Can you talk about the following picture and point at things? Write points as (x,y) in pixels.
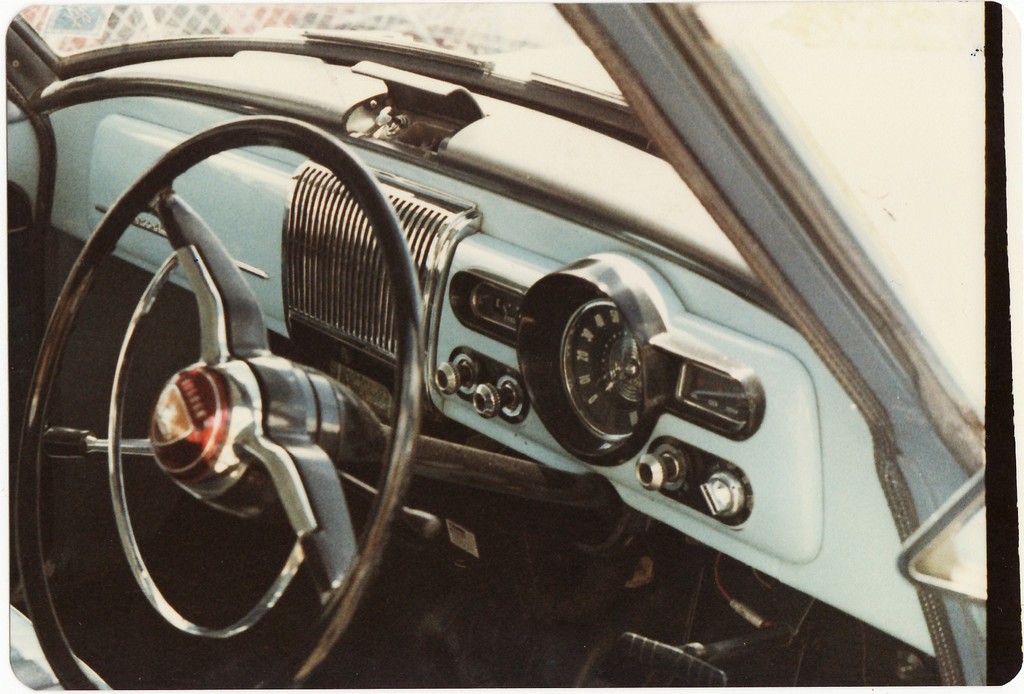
This picture is of a car (51,656). There is a car steering (175,431).
